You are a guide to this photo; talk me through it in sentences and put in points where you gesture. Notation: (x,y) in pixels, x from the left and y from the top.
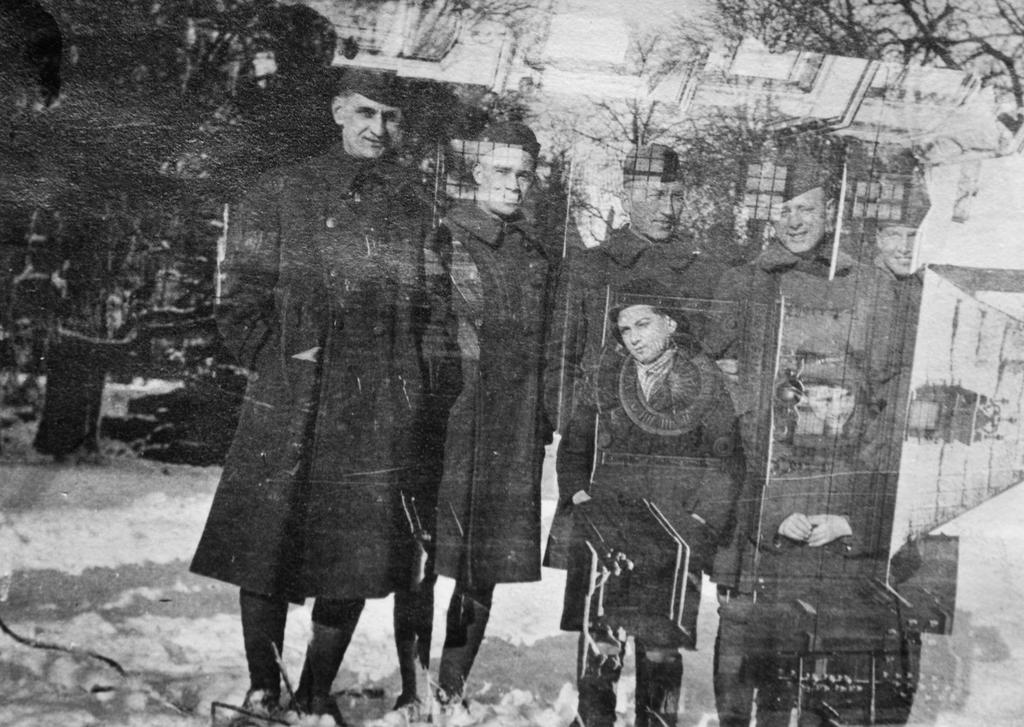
In this picture there is a double exposure of a group of people (776,346) and trees (302,134) and buildings (940,92) and at the bottom (130,662) there is snow (176,683) and at the top (673,17) there is sky (687,15).
